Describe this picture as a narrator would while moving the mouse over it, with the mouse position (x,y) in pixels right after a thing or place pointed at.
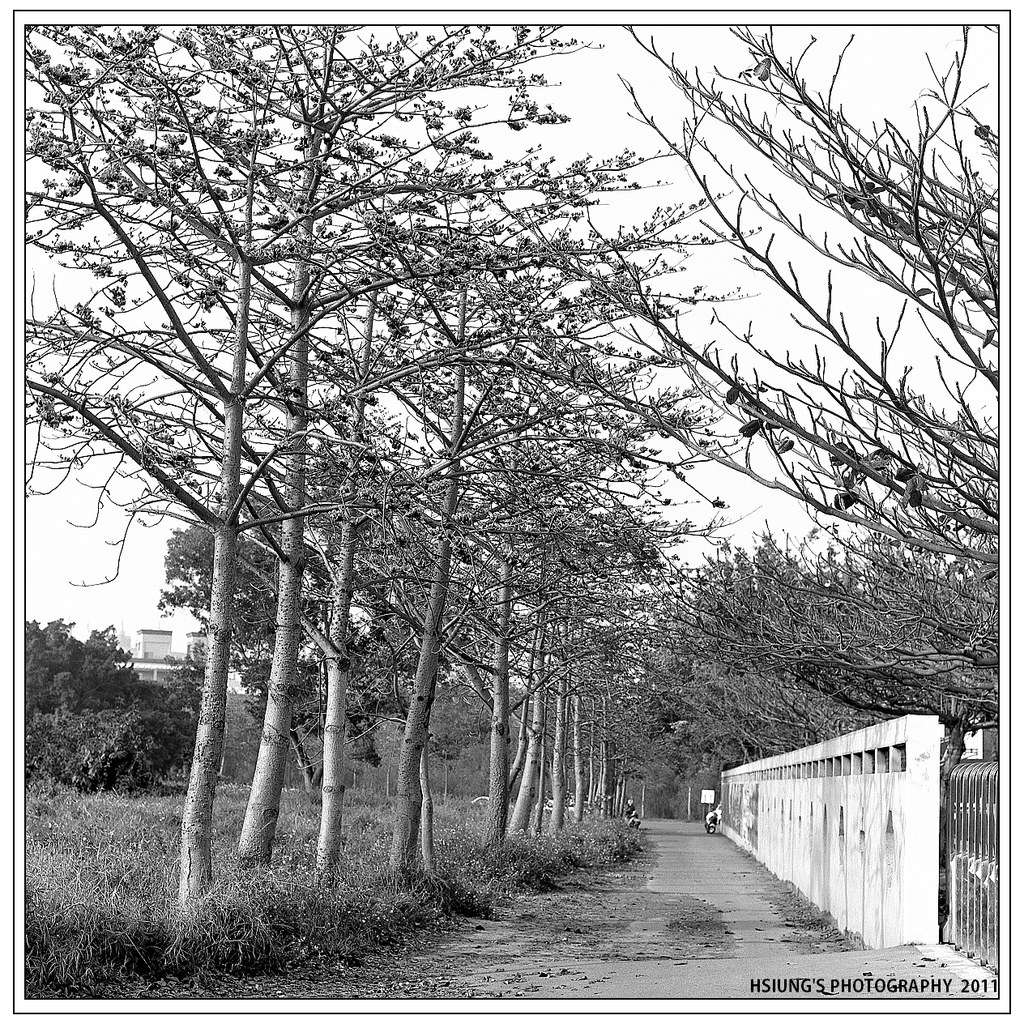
This is a black and white image. In this image we can see trees (602,534). Also there are plants (221,848). On the right side (784,801) there is a wall (784,801). In the background (773,470) there is sky (674,276). Also there are buildings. In the right bottom corner (887,981) there is text (784,986).
